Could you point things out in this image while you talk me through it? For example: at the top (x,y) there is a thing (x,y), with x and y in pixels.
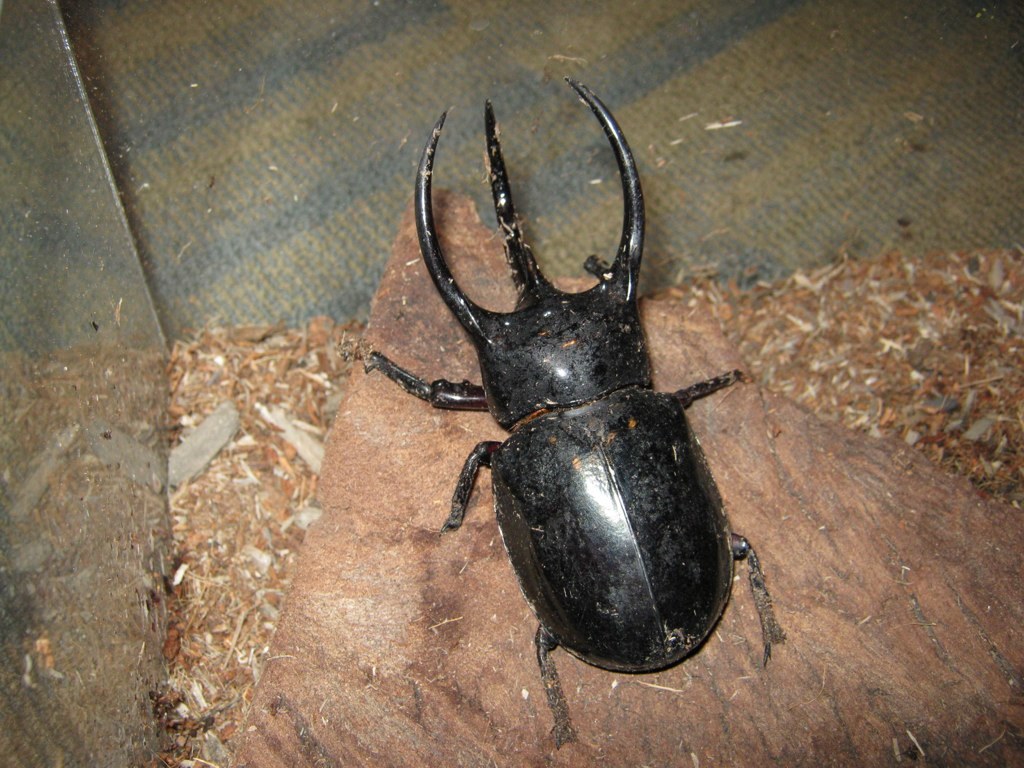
In the image it seems like an insect (581,618) and around the insect (573,474) there is a lot of waste (223,338).
